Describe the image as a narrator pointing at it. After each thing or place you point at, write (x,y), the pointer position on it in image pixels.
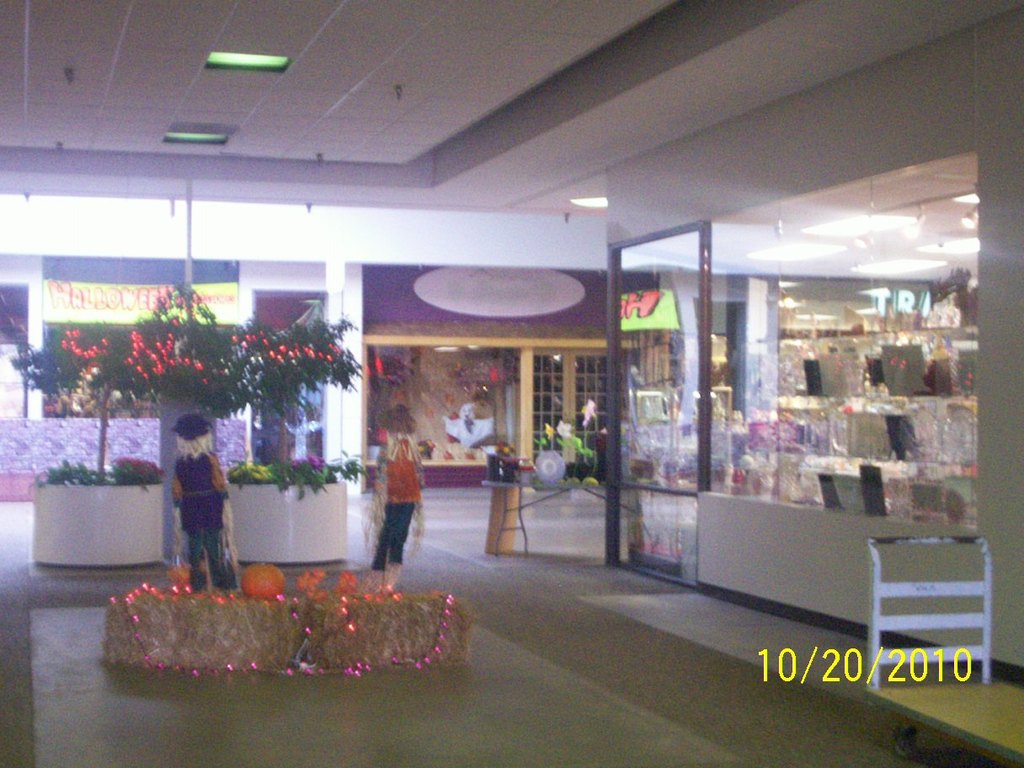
This image is taken inside the hall (439,513), where we can see there is a store (705,382) on the right side (844,333). In the store (844,377) there are photo frames (888,369) kept on the glass shelves (814,404). In the middle (384,510) there are two mannequins (212,532). Behind them there is a plant (156,377) to which there are lights (278,352). At the top (323,111) there is ceiling (272,74) with the lights (245,58). At the bottom (259,654) there is dry grass (194,643) on which there are lights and a pumpkin (267,575). In the background (473,350) there is another store (448,380). On the left side (106,285) top there is a banner (120,307). On the right side (974,738) bottom there is a metal object (930,622).
